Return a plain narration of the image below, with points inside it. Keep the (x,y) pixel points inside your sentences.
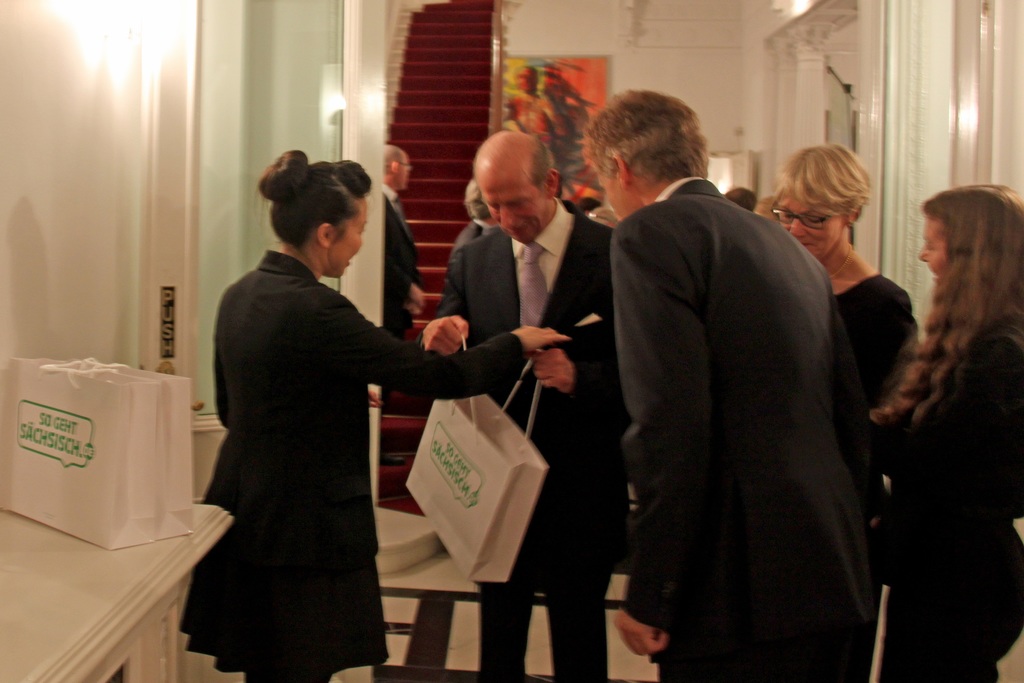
In this image we can see a group of people (634,381) standing on the floor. In that a man (585,482) and a woman (333,461) are holding a bag (467,475). On the left side (160,145) we can see a door (169,133), light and a bag (127,443) placed on the surface (114,611). On the backside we can see a photo frame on a wall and a person (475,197) standing on the staircase (455,231).
